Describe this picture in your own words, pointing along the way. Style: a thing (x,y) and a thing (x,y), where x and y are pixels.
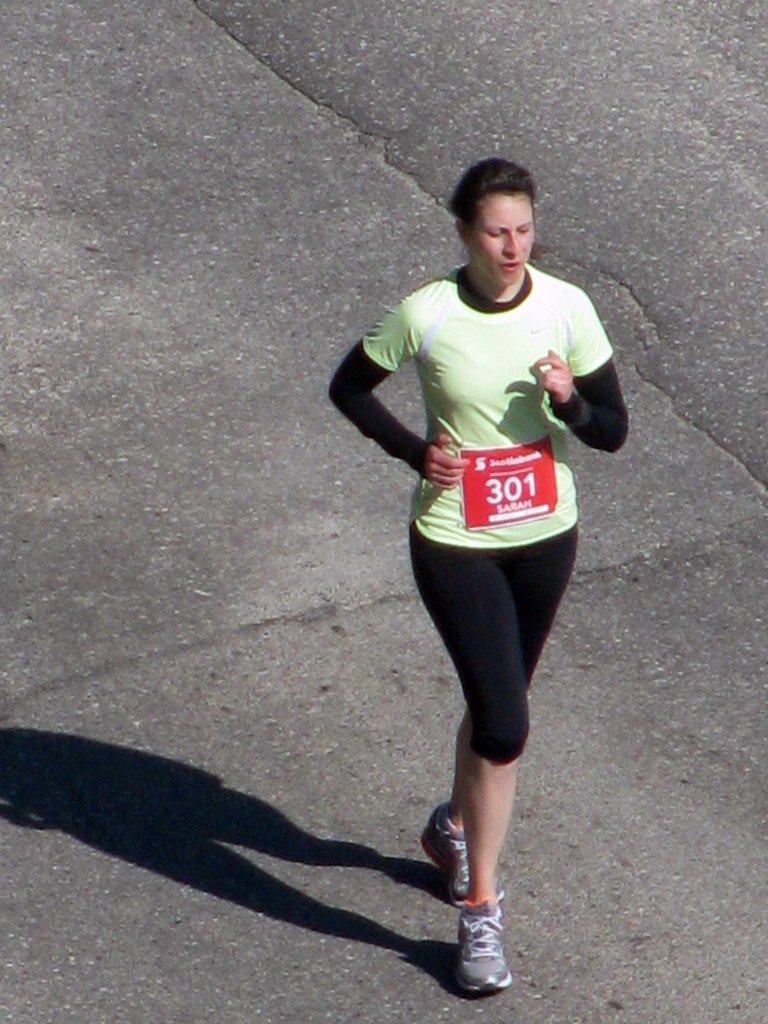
As we can see in the image there is a woman (499,534) wearing green color t shirt (480,431) and running.
